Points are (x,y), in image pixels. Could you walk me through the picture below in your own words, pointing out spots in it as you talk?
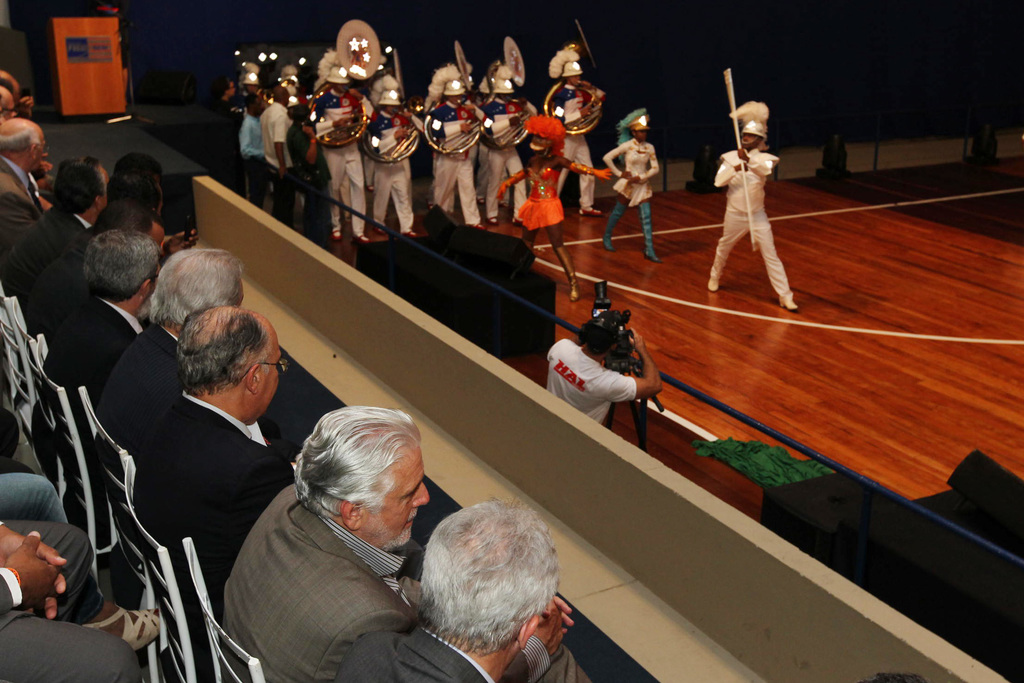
In this image there are group of persons (513,155) walking, there are persons (519,124) playing a musical instruments (482,129), there are persons (593,334) holding an object (622,332), there are persons (316,143) standing, there are persons (234,396) sitting on the chair (54,387), there is a chair (209,624) truncated towards the bottom of the image (259,672), there are persons (49,664) truncated towards the left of the image, there is a podium (95,81), there is a board (90,59) on the podium (68,69), there is text (85,51) on the board (84,57), there are objects (821,514) on the ground (884,275), there is an object (991,478) truncated towards the right (975,512) of the image, there is an object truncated towards the top of the image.
